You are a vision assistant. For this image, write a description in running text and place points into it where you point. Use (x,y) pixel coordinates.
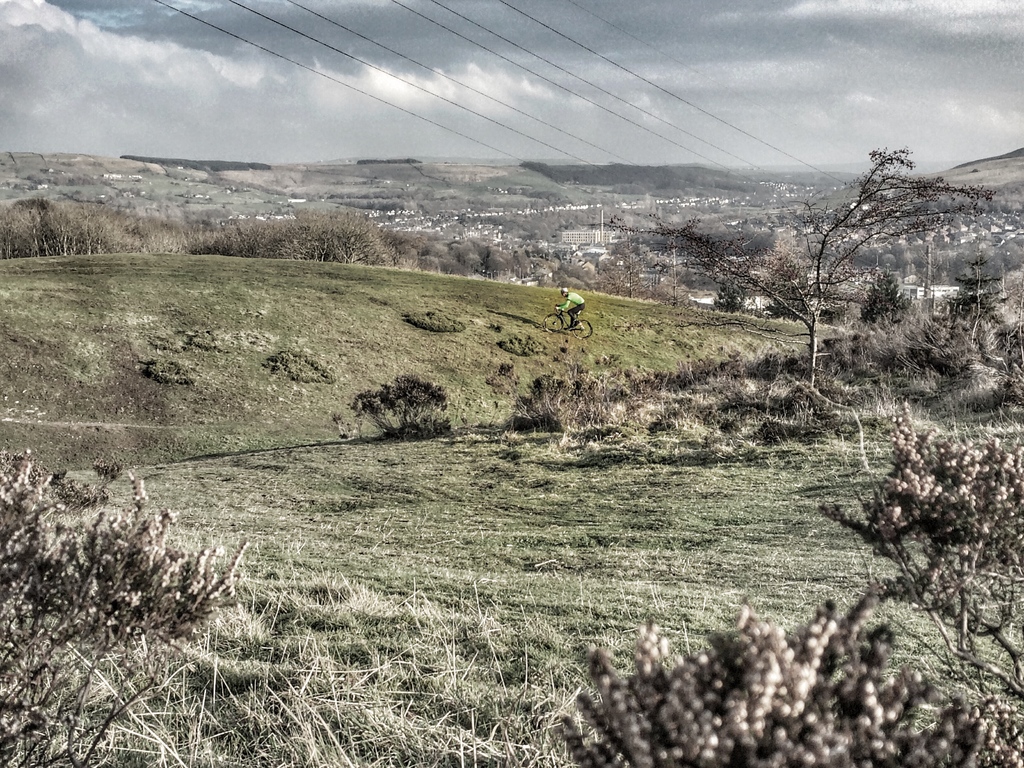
In this image we can see a person (572,317) is riding a bike (560,313). There is a cloudy sky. There are many trees (536,244) in the image. There is a grassy land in the image.
